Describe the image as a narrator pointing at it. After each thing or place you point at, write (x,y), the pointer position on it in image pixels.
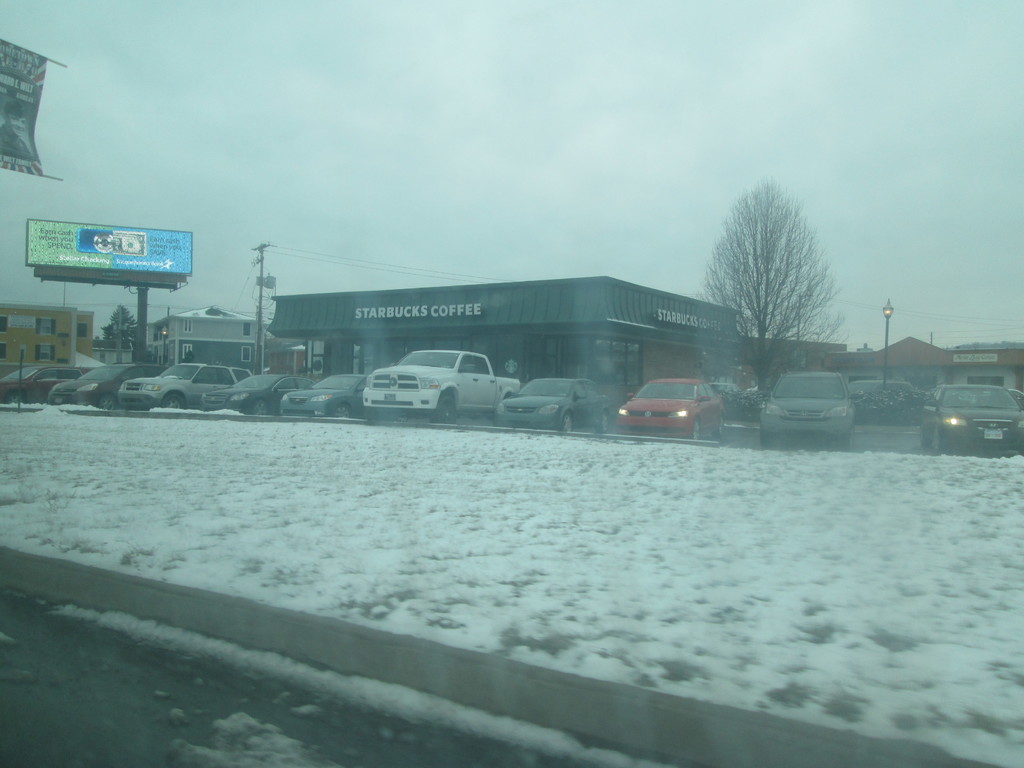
In this image at the bottom (298,762) there is a road (5,716), on which there is a snow (809,521), in the middle (675,321) there is a building (513,321), in front of the building (649,321) there is trees (809,305), poles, hoarding boards (10,167), vehicles (578,389) visible. At the top (291,167) there is the sky (406,118).
